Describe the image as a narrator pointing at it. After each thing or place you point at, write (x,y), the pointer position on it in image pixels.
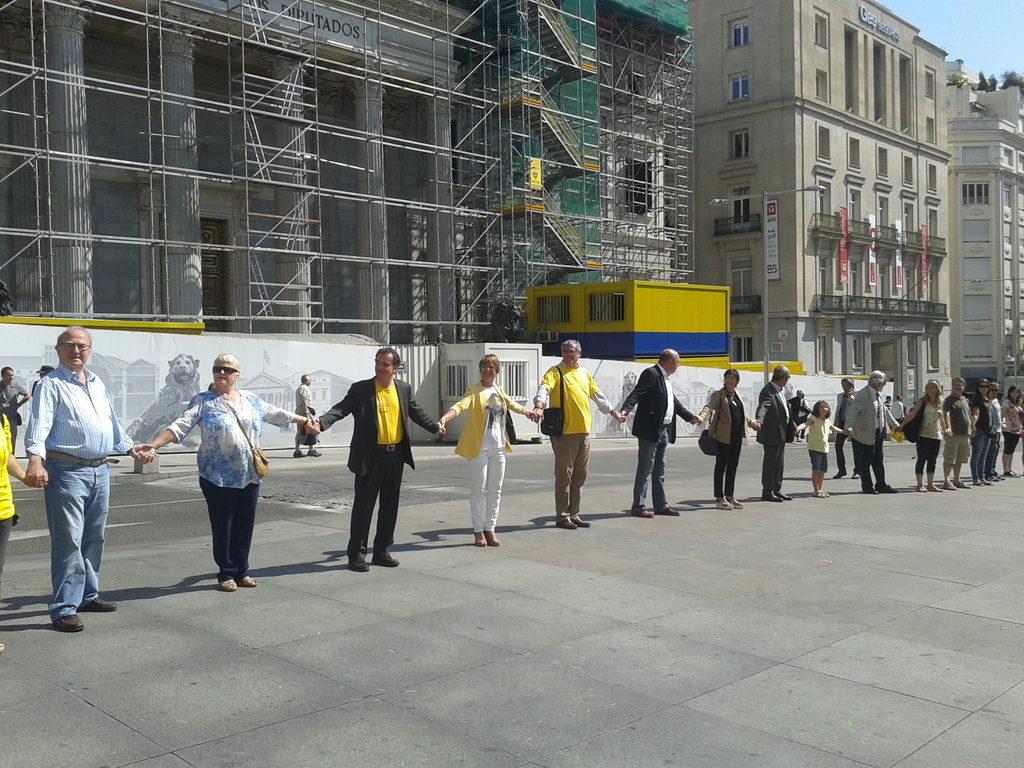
In this image, we can see some people (980,430) standing in a queue (61,486), they are holding each other hand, in the background (699,246), we can see some buildings (778,199), on the right side (967,19) top we can see the sky (975,48).
